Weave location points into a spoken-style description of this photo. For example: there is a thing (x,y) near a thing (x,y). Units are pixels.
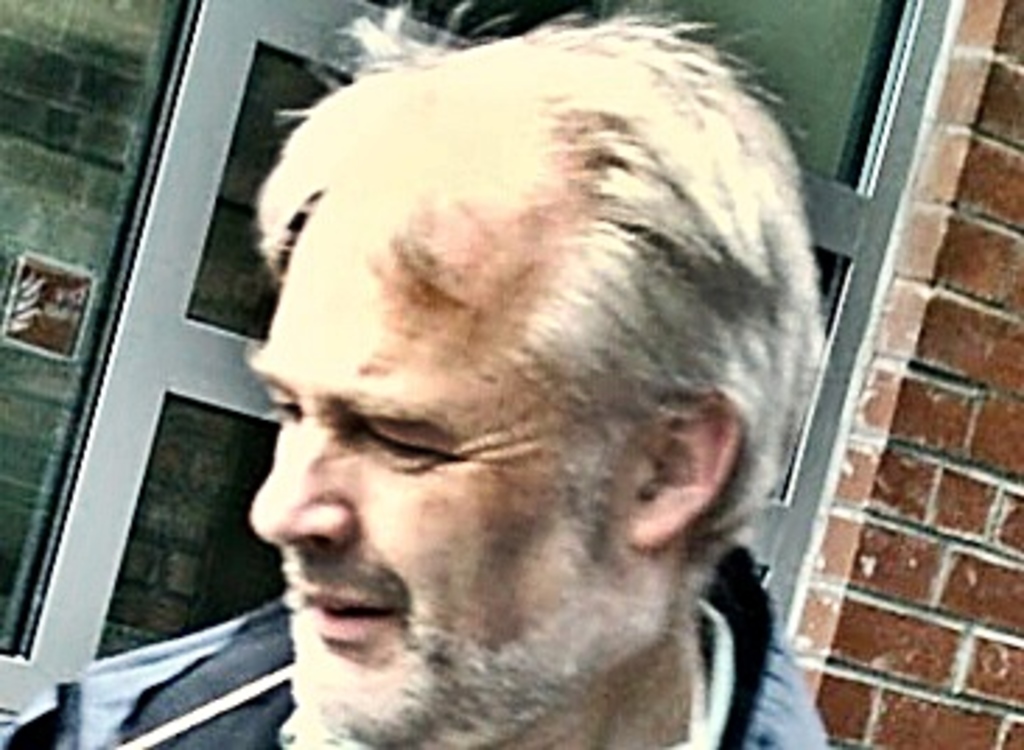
In this image I can see the person (528,481) with the grey and ash color dress (225,749). In the back (219,34) I can see the window (908,114) and the brown color brick wall (931,496).
